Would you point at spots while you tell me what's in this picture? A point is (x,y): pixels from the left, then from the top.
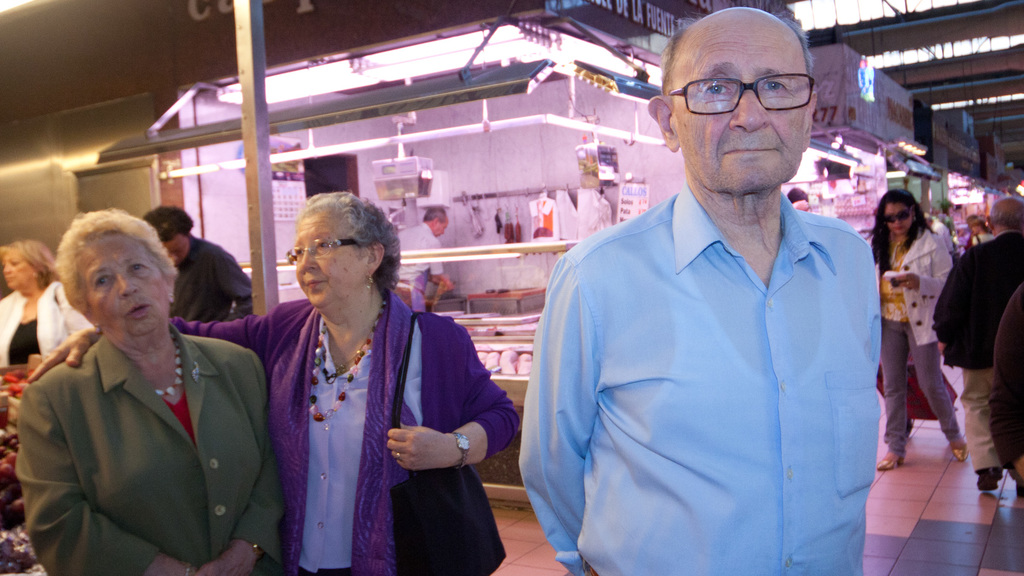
In this image we can see many persons (545,351) standing on the ground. In the background (843,188) we can see stores (477,224) and persons (411,240). At the top of the image (590,49) we can see name boards (965,139) and lights (574,42).
